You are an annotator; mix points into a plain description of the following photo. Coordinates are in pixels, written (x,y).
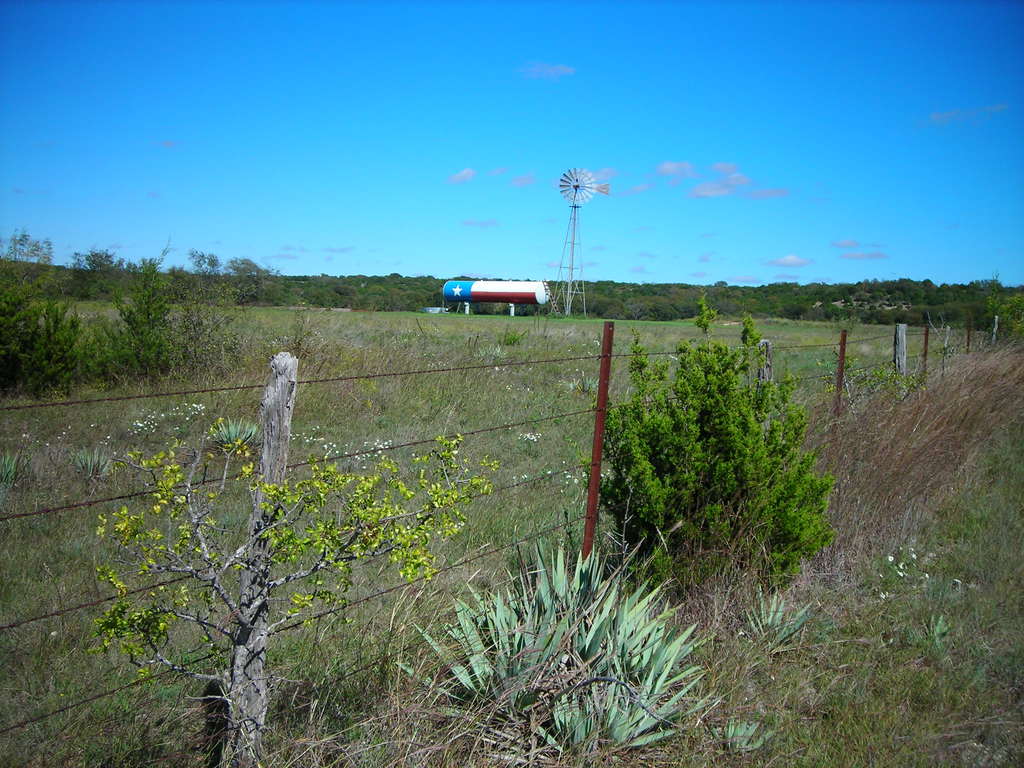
In the image we can see there is a clear sky (688,75) and a turbine (578,196) on the tower (573,239). There is a tank (489,286) and the ground (427,341) is covered with grass (878,529) there are plants (682,416) and the plants (83,347) are attached to the fencing (106,500).
